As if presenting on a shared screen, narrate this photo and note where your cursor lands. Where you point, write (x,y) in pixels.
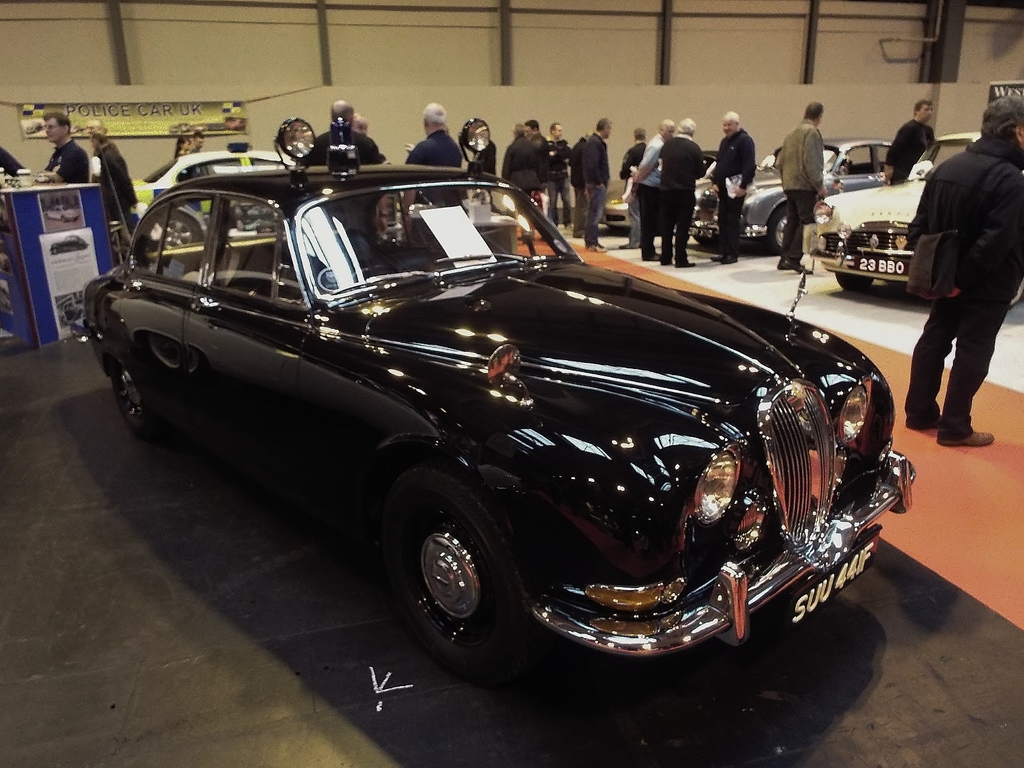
Here there is a black car (436,432) on the floor (328,626). In the background (671,224) there are few people (919,413) standing on the floor (907,311) at the four cars (707,191) and on the left (46,257) there is a podium (17,294), posters (65,299) on it and some other objects (18,175) on it and we can see wall (179,94), pole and a hoarding (109,105).
